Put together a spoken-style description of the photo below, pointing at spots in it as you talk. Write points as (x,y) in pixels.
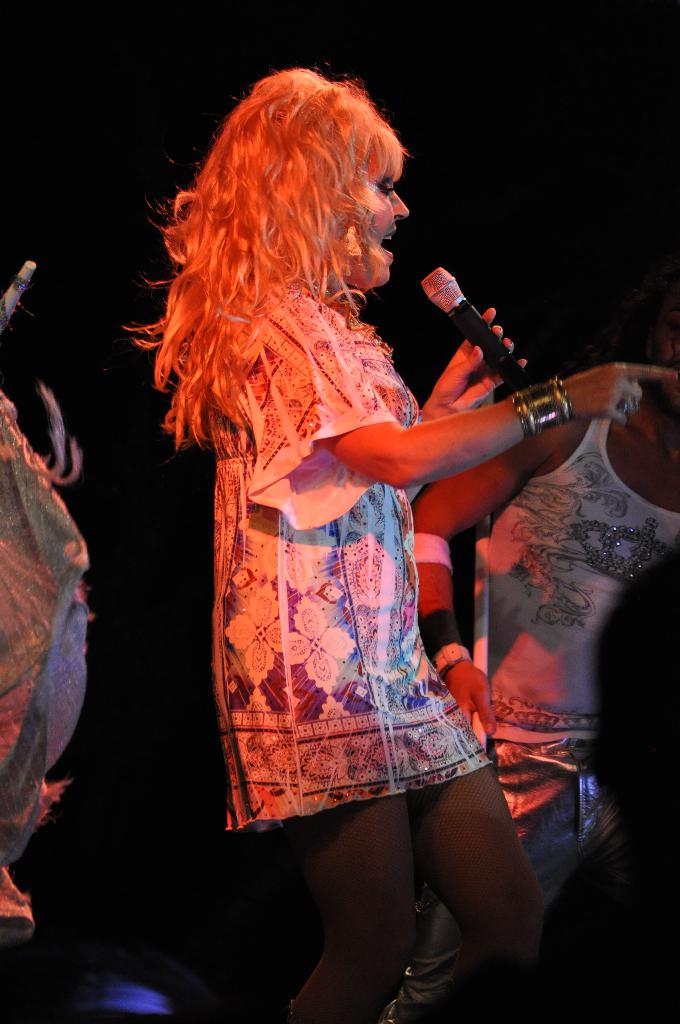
a person (317,461) is singing holding a microphone (475,326) in her hand (472,360). behind her there is another person (561,593).
